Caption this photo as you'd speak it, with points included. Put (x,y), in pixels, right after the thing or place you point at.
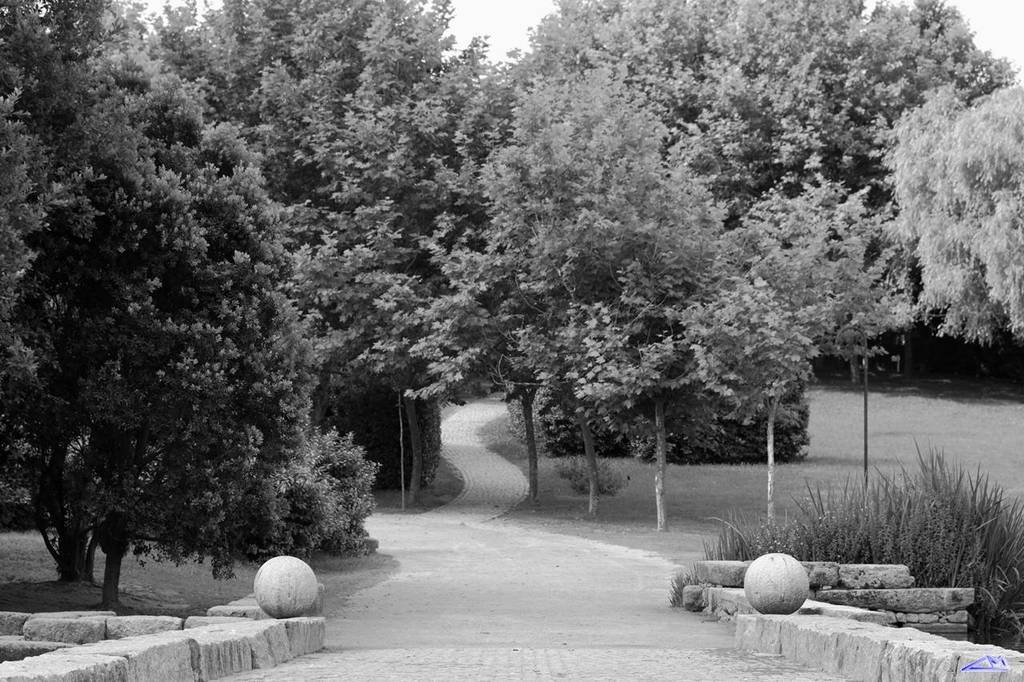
This is a black and white image. In this image we can see the pathway (552,552), stones (268,611), grass (215,595), a group of trees (605,360), plants (990,616) and the sky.
